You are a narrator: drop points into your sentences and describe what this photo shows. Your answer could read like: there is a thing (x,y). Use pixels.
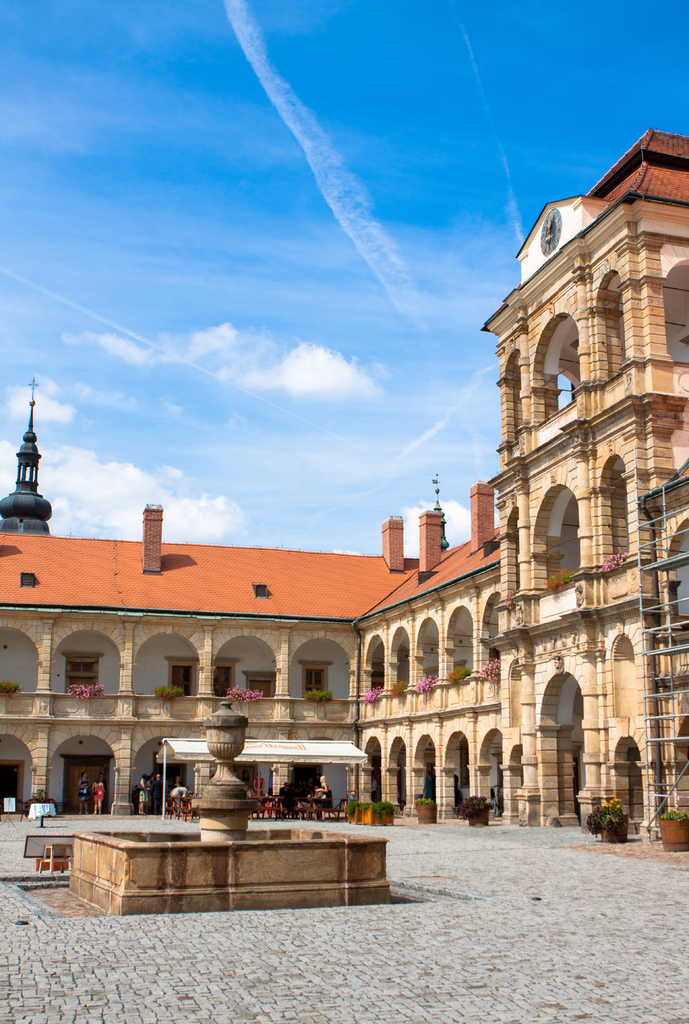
At the bottom of this image (360,954) I can see the ground (192,971) and also there is a fountain (288,844). In the background (422,666) there is a building (288,610), in front of this building (288,703) I can see few people (98,795) are standing. On the top of the image (322,118) I can see the sky (274,355) and clouds (325,375).
